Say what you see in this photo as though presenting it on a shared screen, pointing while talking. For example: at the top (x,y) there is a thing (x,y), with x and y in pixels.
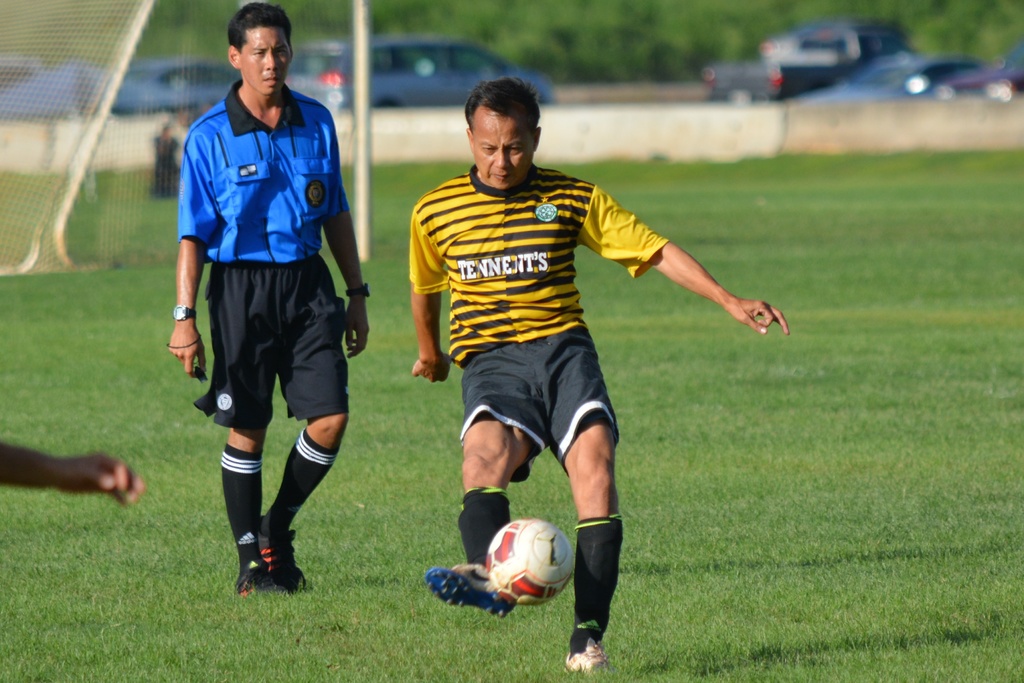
The image is taken in the ground (655,454). There are two people (433,350) in the image. The man (510,437) in the center (499,422) is kicking a ball (510,589) behind him there is another man (231,361) standing. In the background (444,79) we can see cars (917,81) and a net (101,43).
